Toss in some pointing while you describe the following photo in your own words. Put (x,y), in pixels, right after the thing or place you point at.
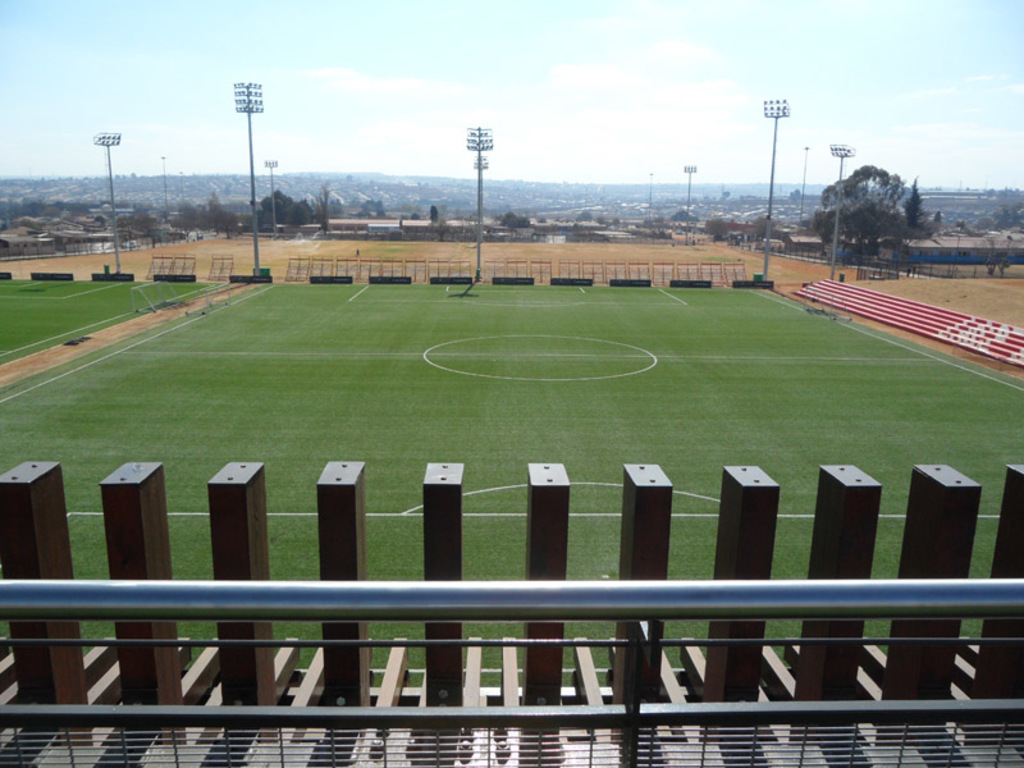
In this image, I can see the ground (343,328), flood lights (115,144) to the poles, stairs (955,323) and few objects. At the bottom of the image (405,604), I can see railing (1023,591) and wooden poles (220,506). In the background (346,208) there are trees (863,226), sheds (791,243) and the sky (239,66).
